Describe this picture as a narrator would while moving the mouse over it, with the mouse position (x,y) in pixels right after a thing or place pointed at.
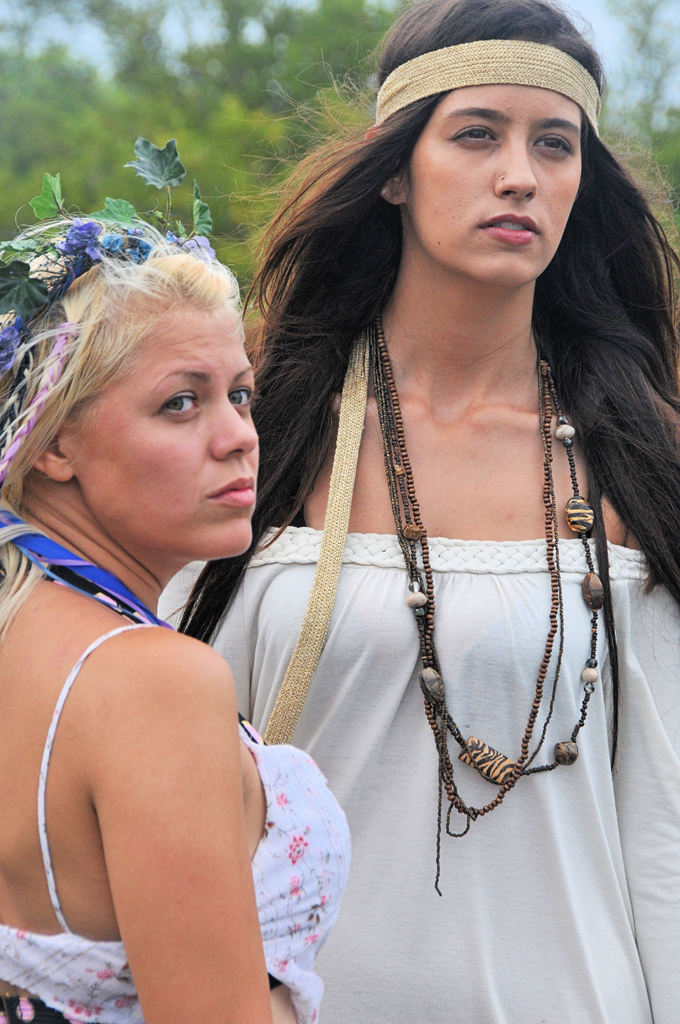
In this image there are two persons (378,621) standing, and in the background (35,126) there are trees (22,157) and sky (666,41).
